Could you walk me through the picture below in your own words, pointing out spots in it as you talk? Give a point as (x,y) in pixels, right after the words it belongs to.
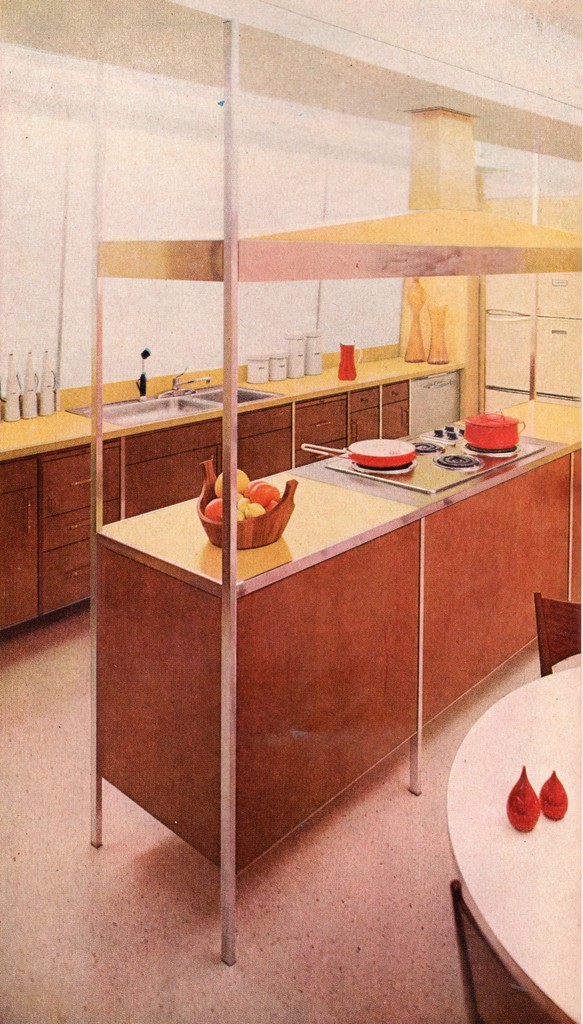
In the image there is a kitchen (313,464) and on the kitchen table (297,468) there is a stove (402,458) and on the stove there are some vessels (387,451), beside that there are some of fruits (248,497) kept in a bowl (216,494) and on the other table (16,427) there is a wash basin (165,395), around that there are some bottles (315,357). On the right side (556,826) there is a dining table (515,829) and around the table (494,757) there are two chairs (502,986).
